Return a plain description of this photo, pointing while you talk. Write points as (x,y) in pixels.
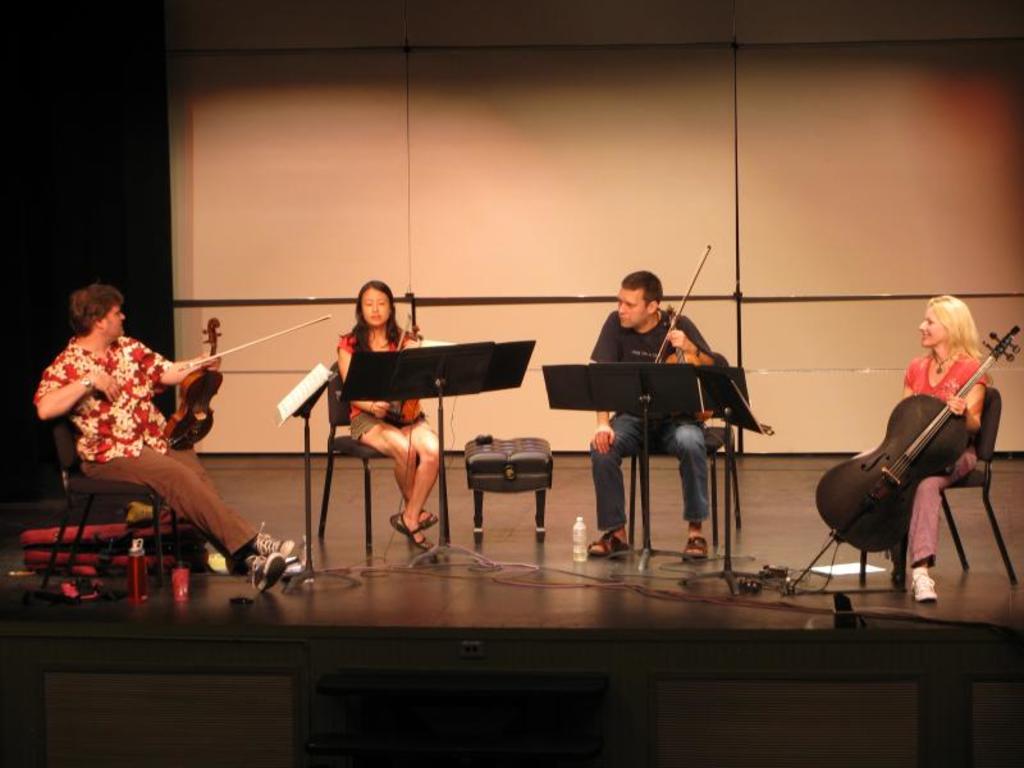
On this stage (672,645) this four persons (387,433) are sitting on chairs (988,452) and holding musical instruments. On floor (537,575) there are cables (565,575), bottle (582,519), paper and bag (185,545). This is book stand (307,529).
